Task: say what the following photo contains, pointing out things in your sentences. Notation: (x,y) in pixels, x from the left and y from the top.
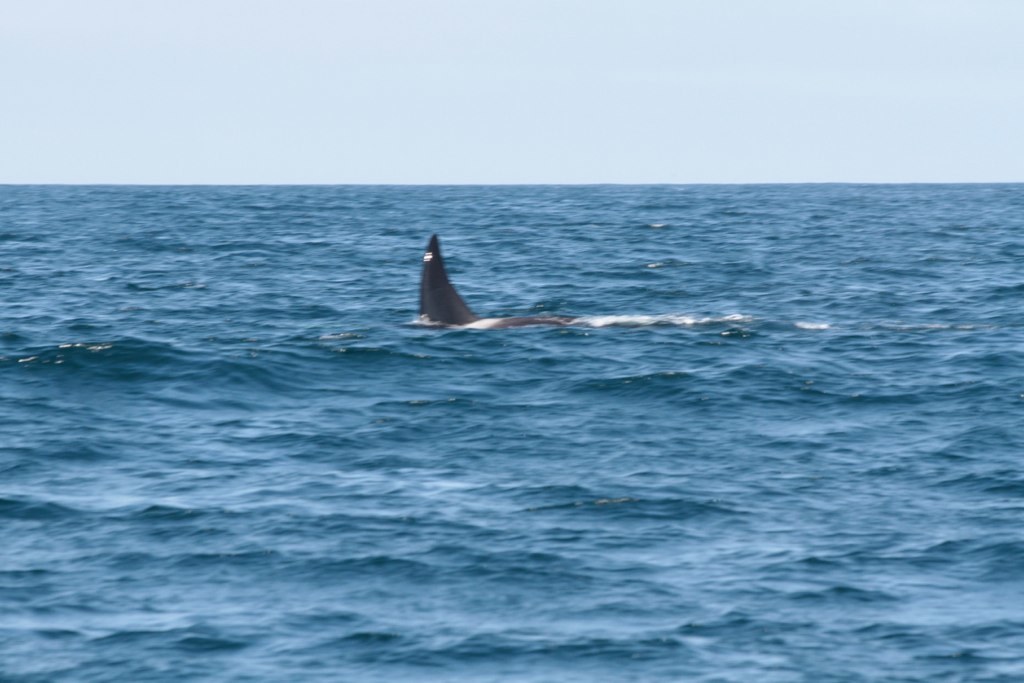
At the bottom of the image (433,542) I can see the water (426,604). This is looking like an ocean (410,442). In the middle of the image (432,306) I can see a part of fish (444,316) in the water (549,365). On the top of the image (537,98) I can see the sky (340,93).
